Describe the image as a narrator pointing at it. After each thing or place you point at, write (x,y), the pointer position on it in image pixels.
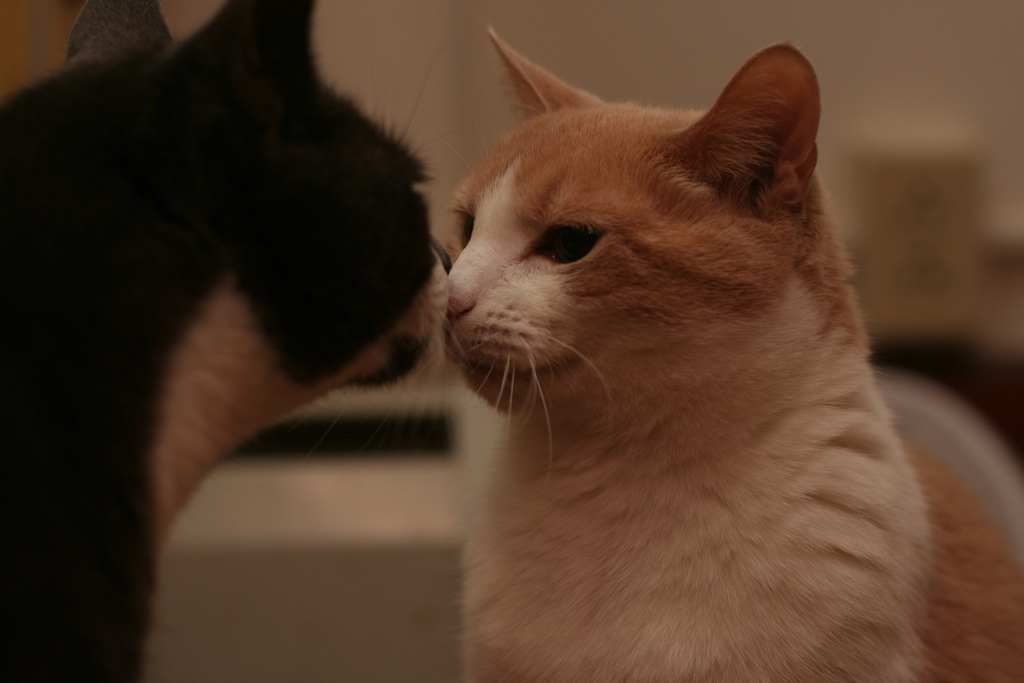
On the left side of the image (232,320) there is a cat (185,421) which in black and white color. And on the right side of the image (684,265) there is another cat (776,566) which is in white and brown color. Behind them there is a blur image.
